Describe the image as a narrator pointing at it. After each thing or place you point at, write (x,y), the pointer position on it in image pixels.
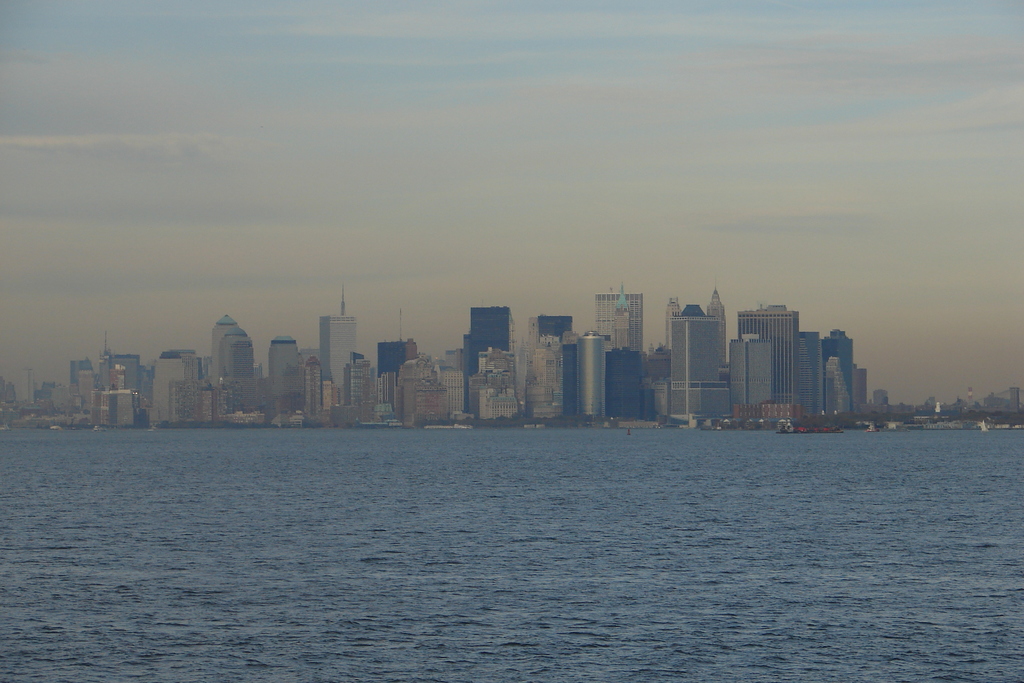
In this image we can see some water (511,470) and in the background of the image (447,357) we can see some buildings (201,414) and hazy sky (332,297).
